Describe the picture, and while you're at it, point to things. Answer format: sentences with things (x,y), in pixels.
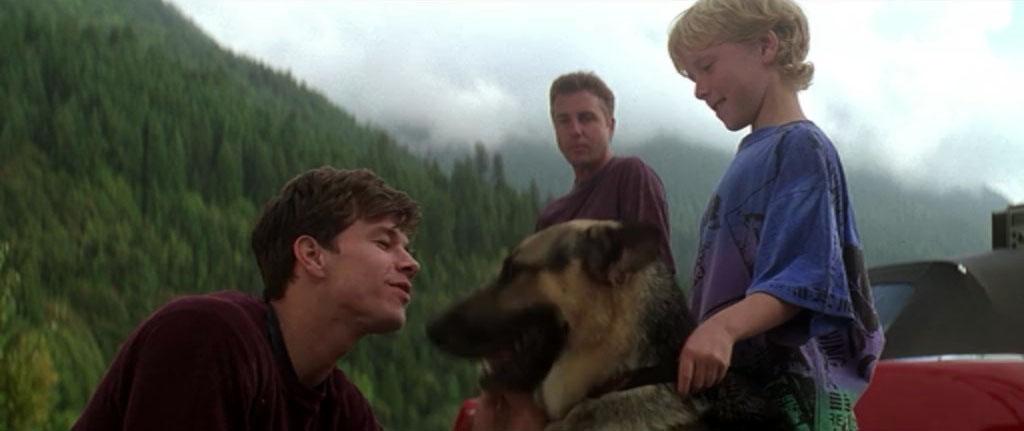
In the image, there are total three people (739,284) and a dog (539,310), two men (605,120) and a kid (726,332), the kid (727,312) is holding the dog (587,361) with his left hand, in the background (177,166) there are trees (274,128) and mountains (301,98) and sky (417,85).
